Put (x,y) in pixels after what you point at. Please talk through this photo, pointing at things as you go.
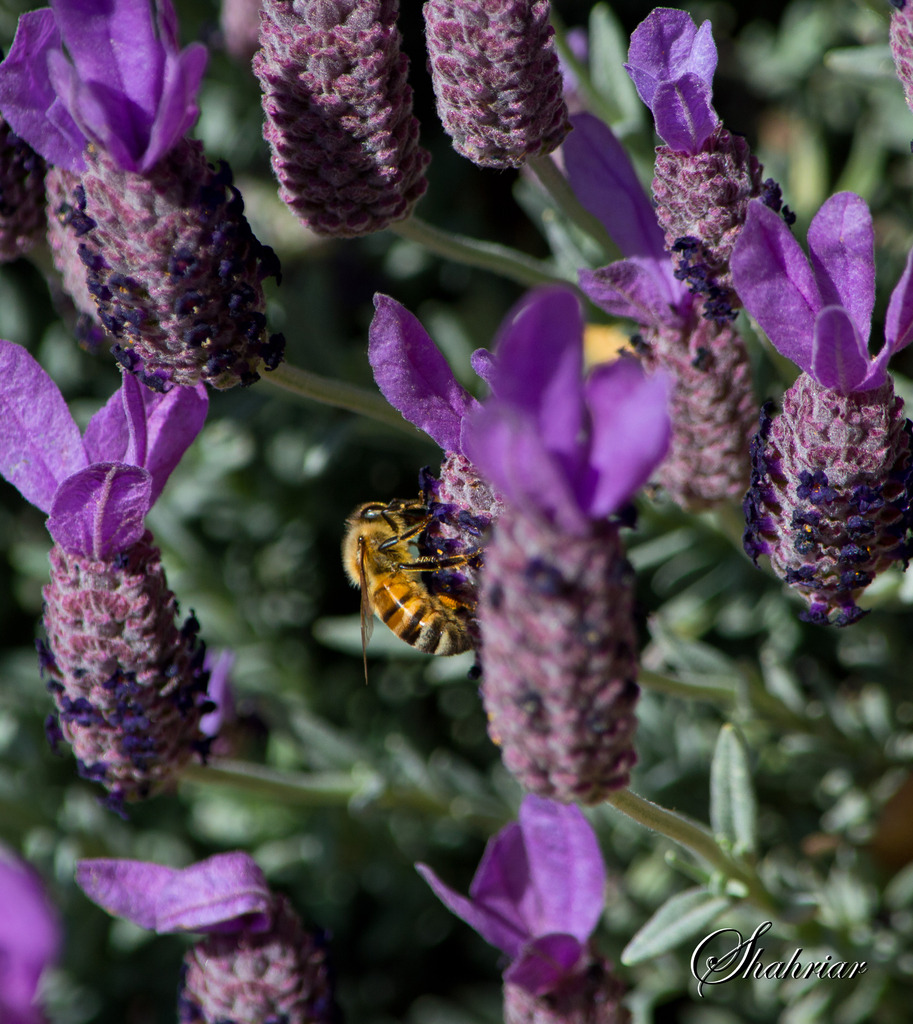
In this image we can see flowers (490,630) with stems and leaves (846,820). On the flower (435,545) there is an insect (410,522). In the right bottom corner (793,956) there is a text (791,975). In the background (293,573) it is blur.
